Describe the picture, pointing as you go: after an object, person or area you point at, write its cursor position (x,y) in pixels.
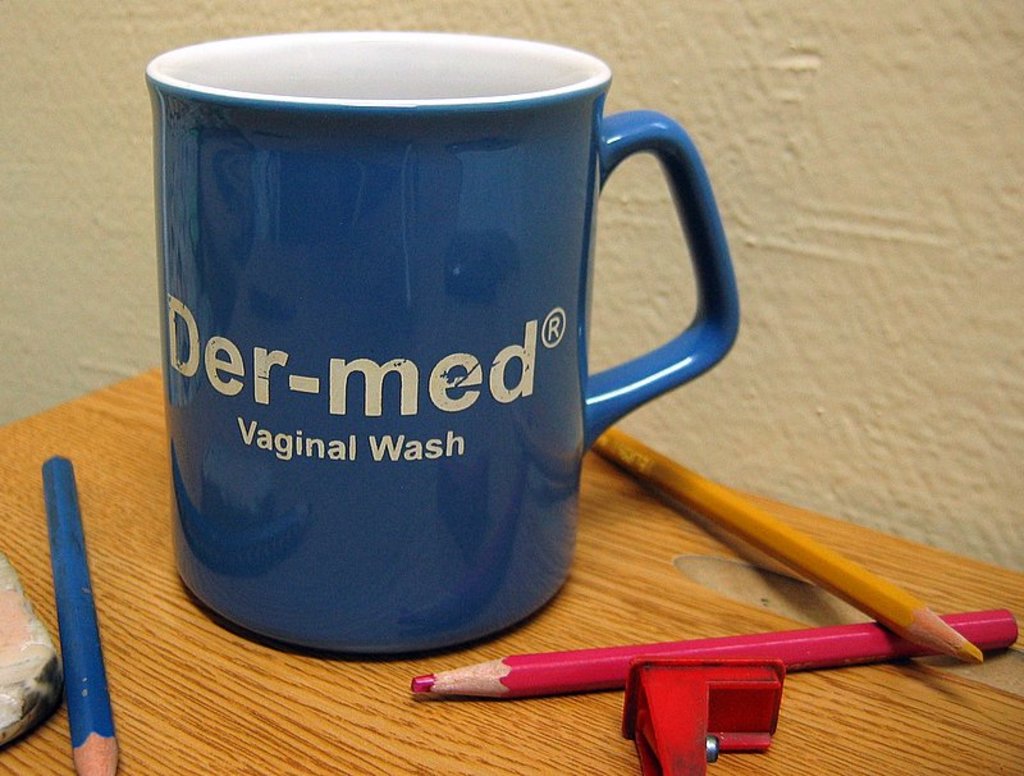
In this image there is a wooden object (334,726) towards the bottom of the image (332,729) that looks like a table (469,737), there is a cup (311,298) on the table (303,729), there is text (409,408) on the cup (390,423), there are objects (568,687) on the table (174,615), at the background of the image (783,440) there is a wall (825,196).
